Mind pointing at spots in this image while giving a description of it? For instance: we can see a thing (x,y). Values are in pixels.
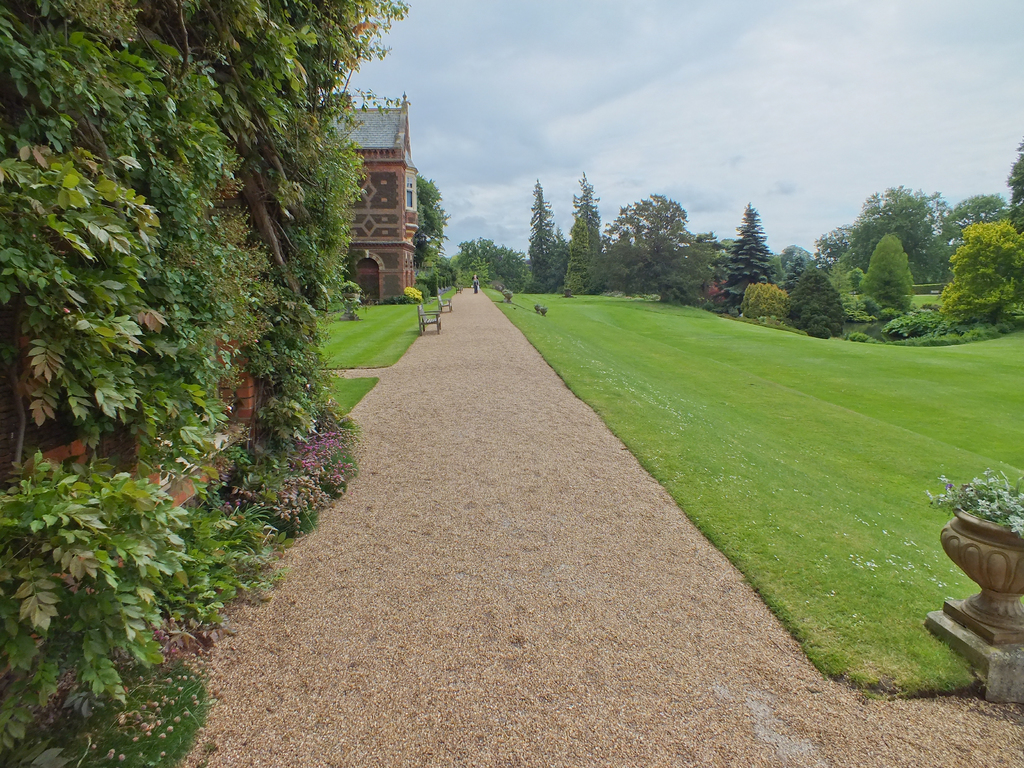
In this picture we can see building (371,250). On the right (702,400) we can see trees (1008,262), plants (816,306) and grass (767,341). On the bottom right (994,556) there is a pot (994,556) and flowers (987,500). On the road (424,377) we can see benches (449,298). Here we can see a man (474,276) who is standing in front of the building (370,205). At the top (586,96) we can see sky (664,101) and clouds (750,93).
